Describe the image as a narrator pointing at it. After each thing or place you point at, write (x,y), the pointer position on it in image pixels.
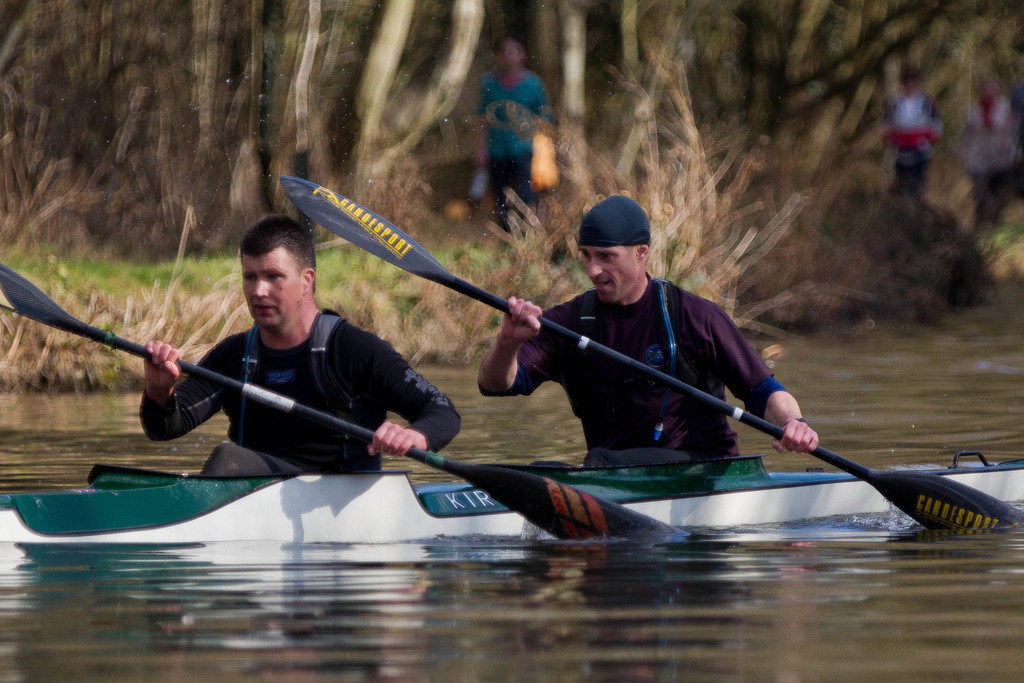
In this image, we can see two men (606,443) sitting in the boat (648,504), there is water (251,590), in the background (699,122), we can see some people (998,200) and there is dried grass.
